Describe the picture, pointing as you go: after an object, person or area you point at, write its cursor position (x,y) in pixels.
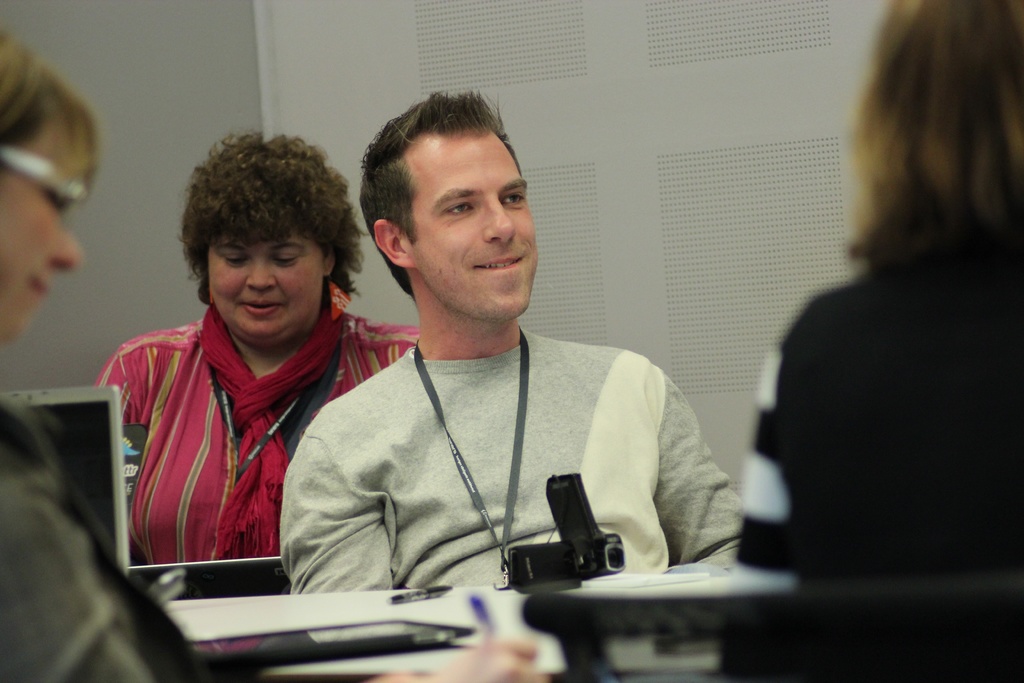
In the picture we can see a man (515,389) sitting near the woman (751,468) and he is with T-shirt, tag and funky hairstyle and behind him we can see a woman (201,519) sitting with red T-shirt (187,527) and curly hair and beside her we can see another woman (11,547) writing something in the paper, in the background (215,86) we can see a wall (643,5) which is white in color and some part of the wall (388,83) is gray in color.
